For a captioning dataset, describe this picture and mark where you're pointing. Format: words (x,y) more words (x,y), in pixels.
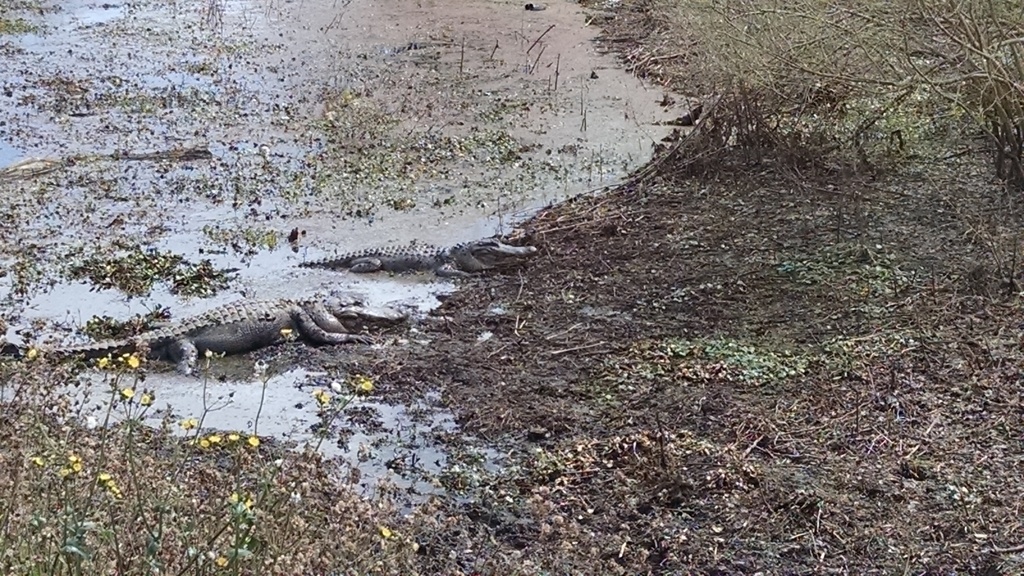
In the picture I can see crocodiles (355,318) in the water (390,288). I can also see plants (941,88) and the grass (852,295).
